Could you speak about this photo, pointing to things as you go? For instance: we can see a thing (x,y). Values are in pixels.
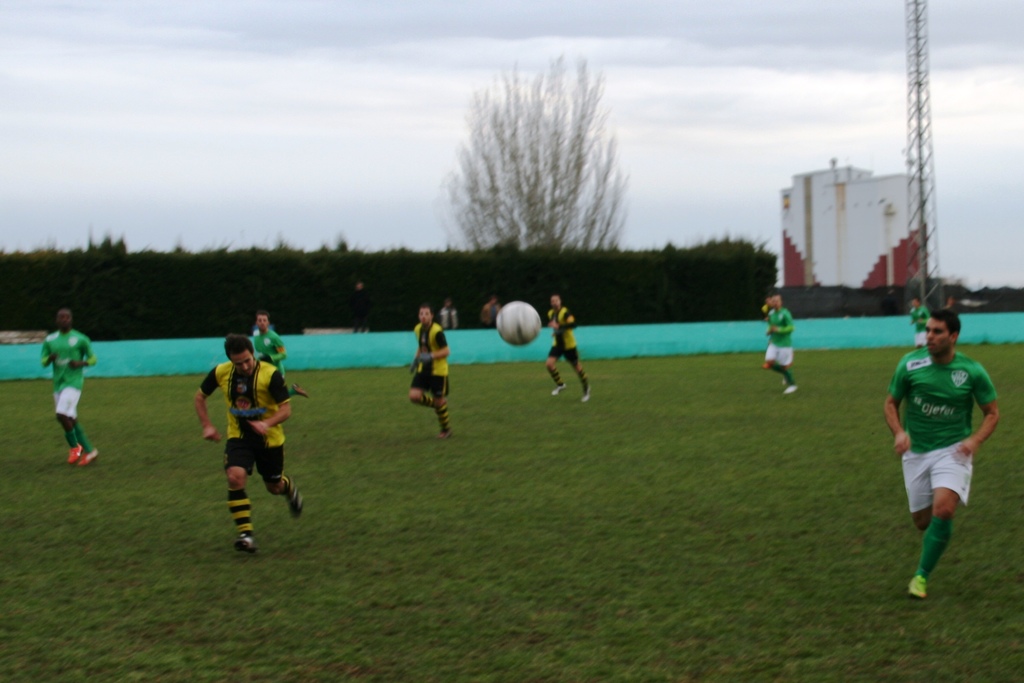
In this image I can see the ground (636,526) and number of persons (932,436) are on the ground (405,411). I can see a white colored ball (523,312) in the middle of the image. In the background (639,333) I can see the blue colored sheet (606,337), few trees (697,311), a building (831,203), a metal tower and the sky (125,185).
